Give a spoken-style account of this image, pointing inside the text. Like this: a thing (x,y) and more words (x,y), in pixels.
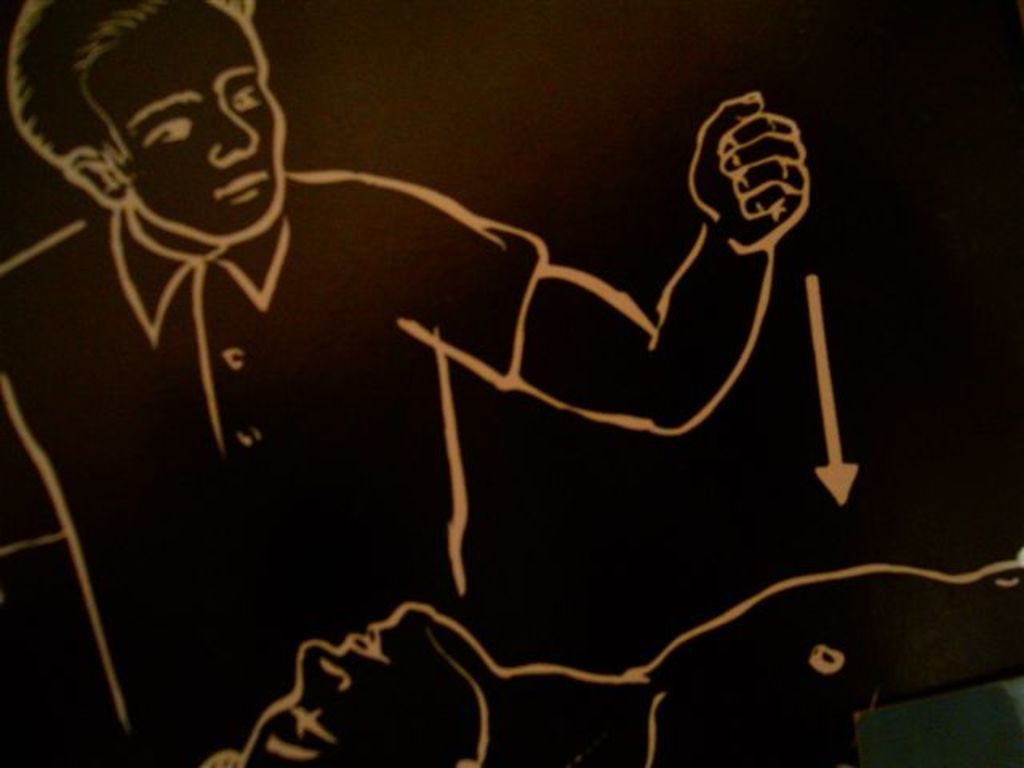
In this image, we can see a painting (685,287) of a person (753,294). In the background (625,499), we can see black color.
